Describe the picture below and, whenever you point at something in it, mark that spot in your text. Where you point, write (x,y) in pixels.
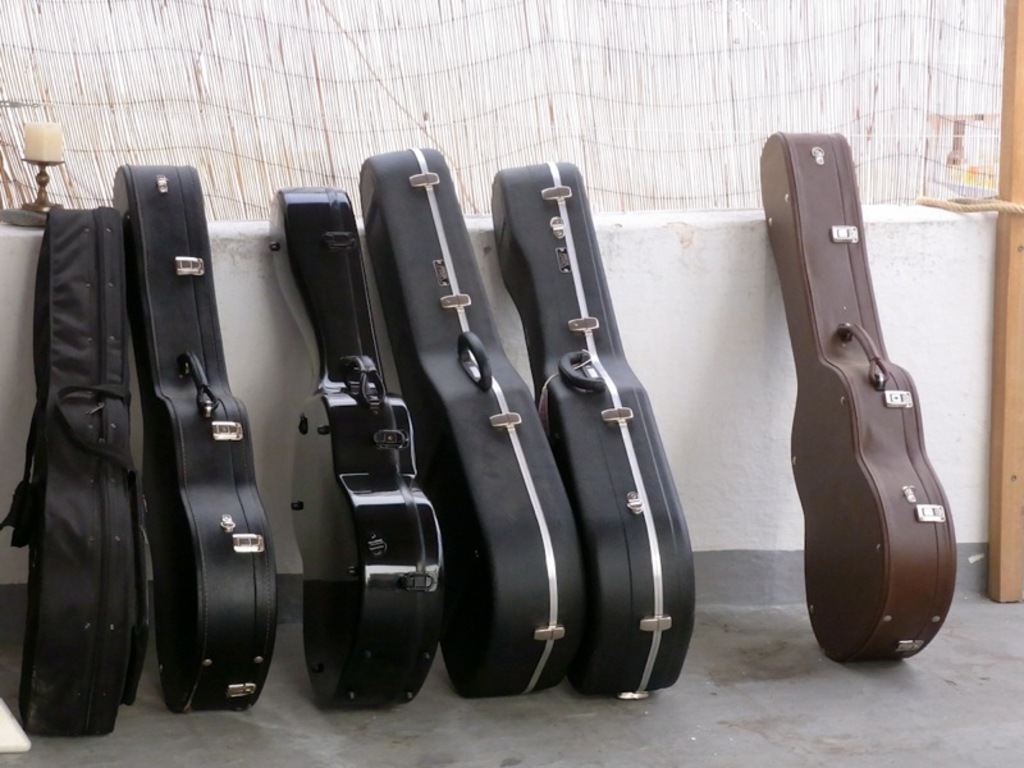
In the image we can see the guitar cases (453,479). Here we can see the floor (920,685), candle (37,152), rope (978,211) and the wooden pole (1003,295).
